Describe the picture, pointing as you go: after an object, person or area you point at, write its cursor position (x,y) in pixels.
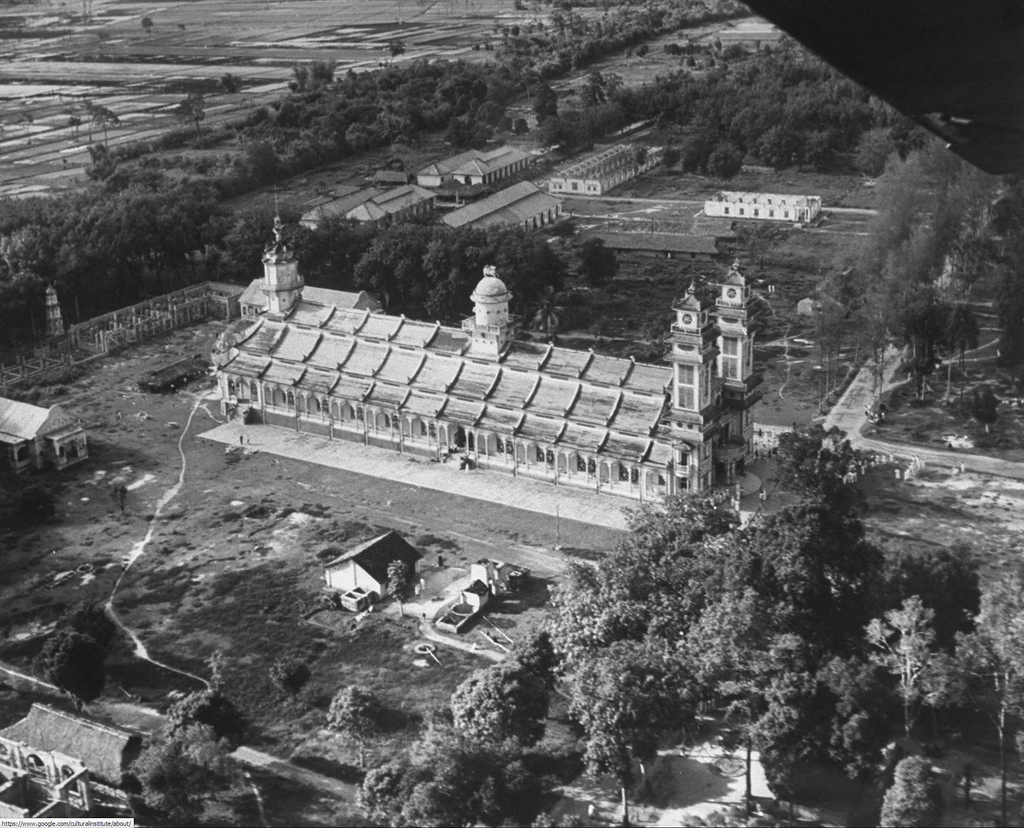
In this image I can see number of trees (721,111) and number of buildings (607,390). I can also see this image is black and white in color.
